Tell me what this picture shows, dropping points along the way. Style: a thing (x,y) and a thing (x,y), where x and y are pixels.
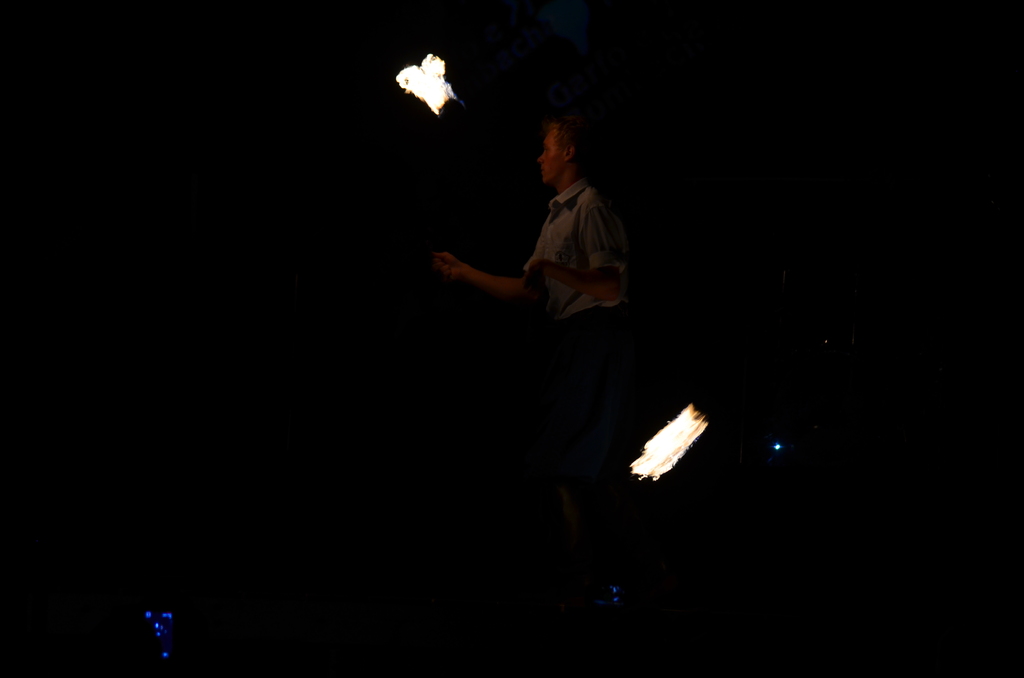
In this image I can see one man (551,150) is standing and it looks like, he is juggling the fire (404,71). On the both sides of the image I can see few things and I can also see this image is in dark.
